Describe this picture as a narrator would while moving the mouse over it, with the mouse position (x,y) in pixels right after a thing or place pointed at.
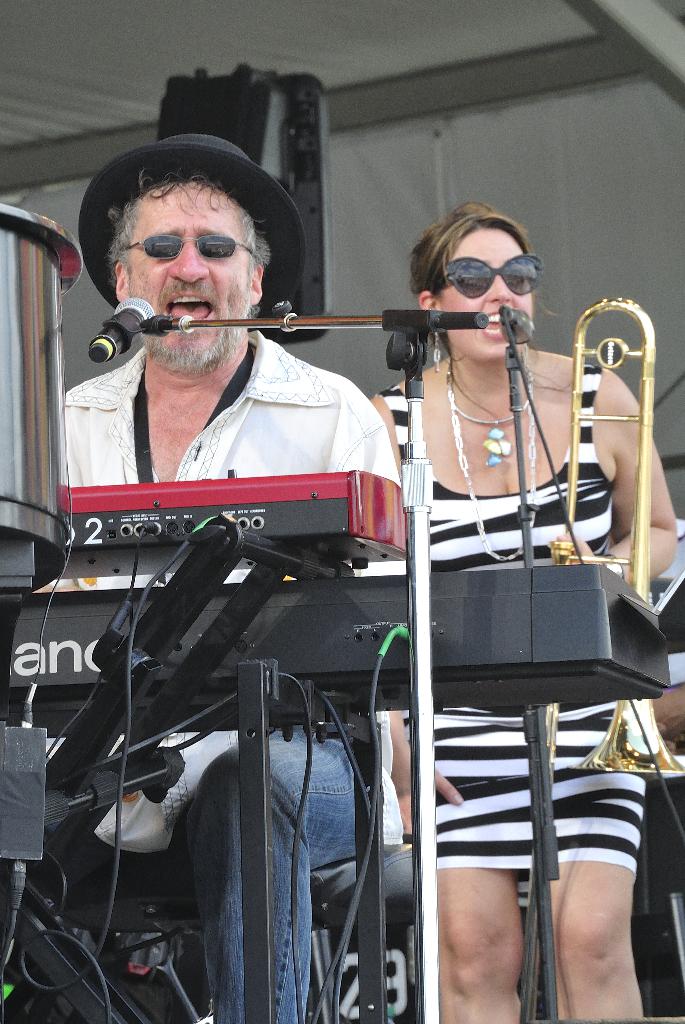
In this picture I can see there is a man (212,362) sitting and there is a piano (622,635) in front of him and there is a woman (540,477) standing in the backdrop (479,355) and there is a microphone stand (120,328) and they are singing and are wearing glasses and the man (260,234) is wearing a cap (256,164). In the backdrop (439,162) there is a wall (355,239).
